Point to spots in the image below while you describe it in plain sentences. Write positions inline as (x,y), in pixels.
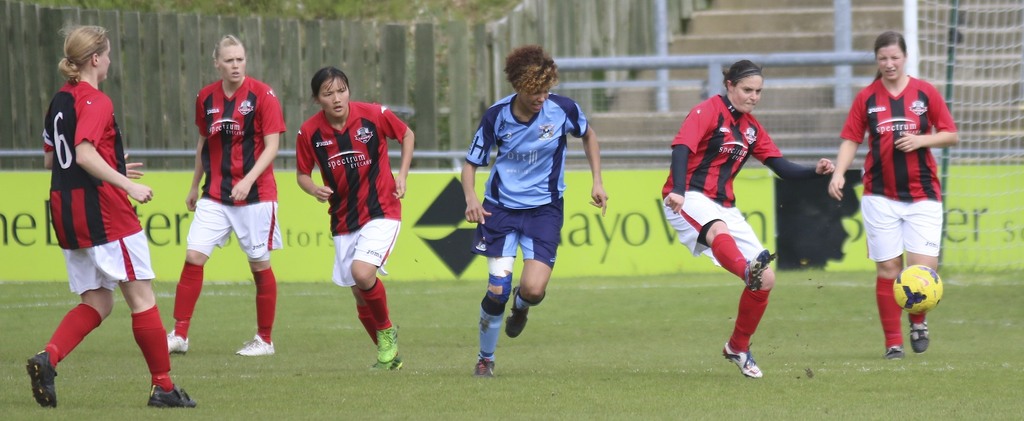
In the image we can see there are many people (223,186) wearing clothes (880,245), socks (763,311) and shoes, they are playing. This is a ball (899,278), grass (693,306), poster (603,274), net (969,58), stairs (807,100) and a wooden fence (360,53).
